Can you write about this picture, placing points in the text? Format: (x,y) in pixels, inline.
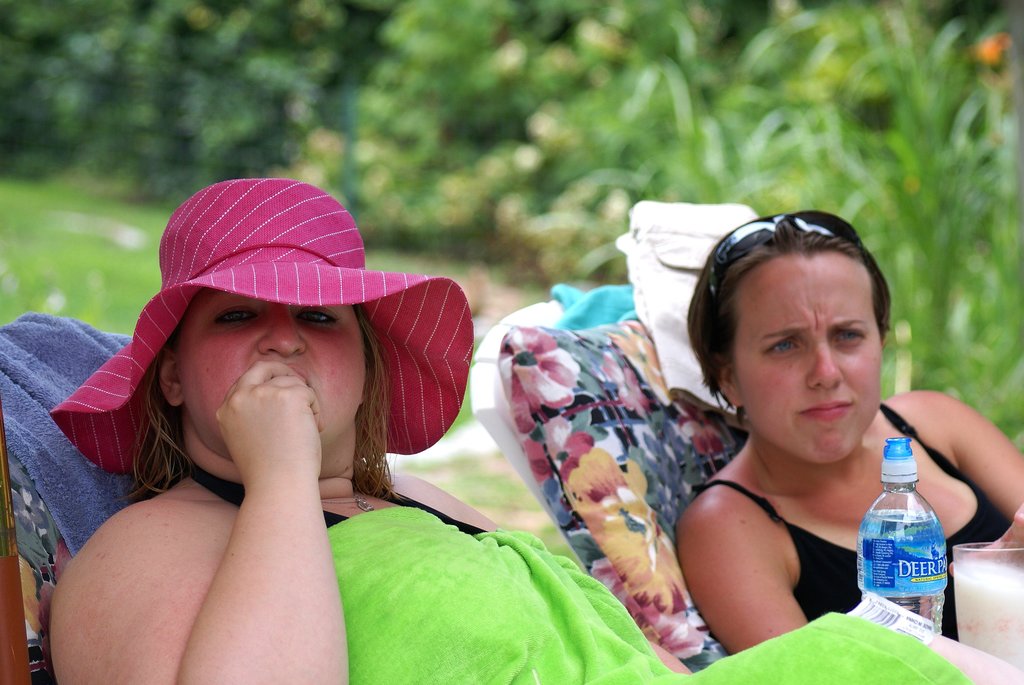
In this picture there are two women (382,436) who are sitting on a chair (605,446). There is a bottle (925,548), glass (962,600), towel (20,453). There are some trees (454,99) at the background (477,69).
